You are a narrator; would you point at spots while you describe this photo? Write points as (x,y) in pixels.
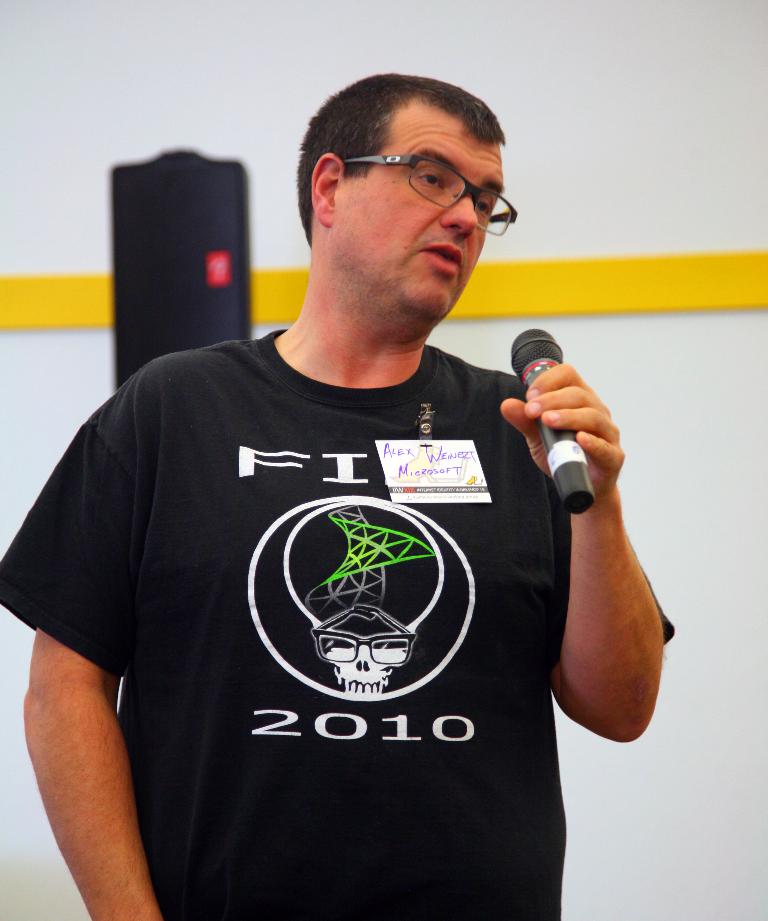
In this image I can see a person (351,572) standing, wearing spectacles (493,208) and holding microphone (564,450). And at the background (643,191) I can see a wall (646,246).
